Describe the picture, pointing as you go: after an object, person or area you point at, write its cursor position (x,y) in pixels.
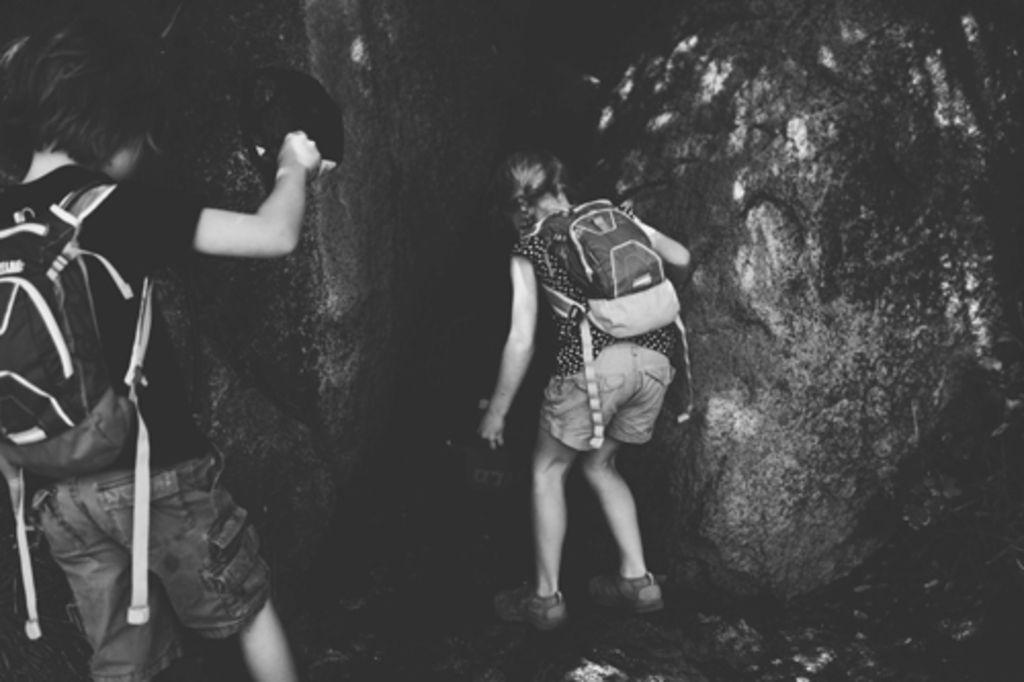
On the left side (169,234), there is a boy (204,539) wearing a bag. In front of him, there is a rock (371,75). On the right side (683,350), there is a girl (653,242), wearing a bag (624,266). Beside her, there is a rock (757,435). And the background (479,100) is dark in color.
